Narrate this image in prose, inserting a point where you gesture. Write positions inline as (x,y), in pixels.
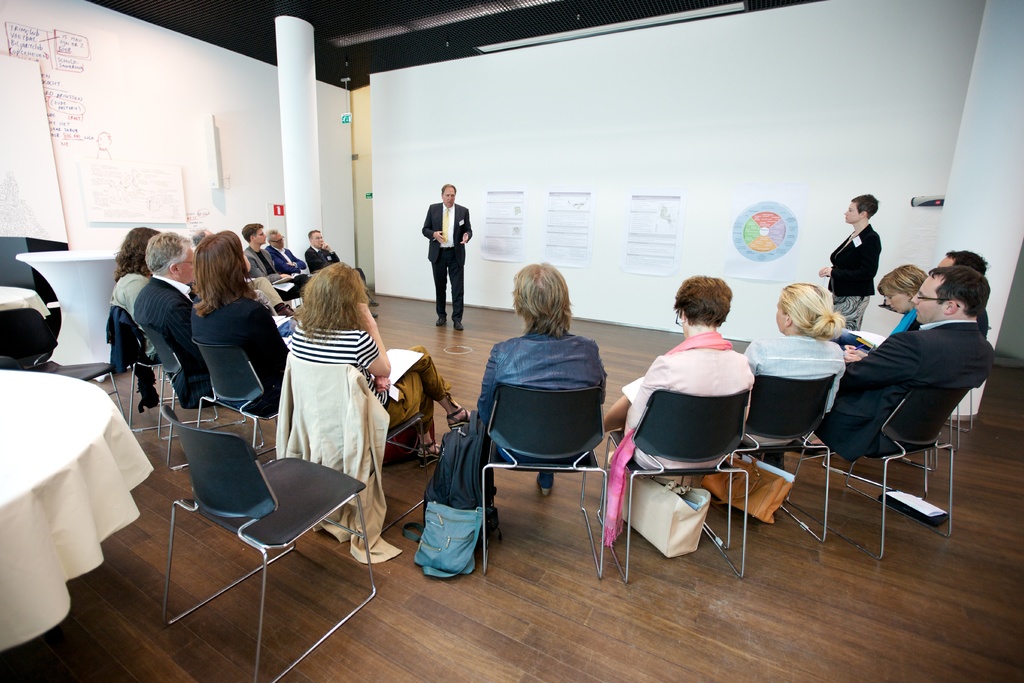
In this picture there are a group of people (883,372) sitting in a semicircle. There are two people (867,200) standing and explaining them. In the backdrop (650,244) there are posters (665,236) pasted on the wall (533,235).
